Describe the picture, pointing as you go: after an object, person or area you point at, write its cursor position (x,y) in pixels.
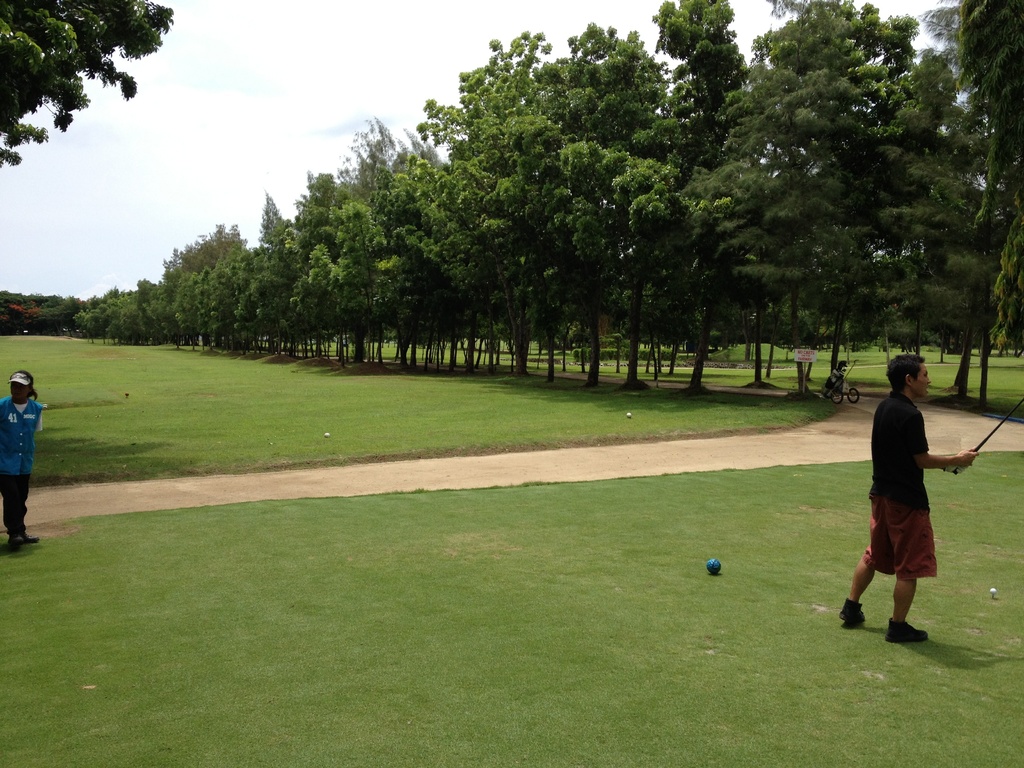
In this image, there is green color grass (588,747) on the ground (422,694), at the right side (906,550) there is a man (917,514) standing and he is holding a stick (994,430), there is a ball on the grass (548,623), at the left side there is a person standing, there are some green color trees (325,254), at the top (254,89) there is a sky (195,120).
